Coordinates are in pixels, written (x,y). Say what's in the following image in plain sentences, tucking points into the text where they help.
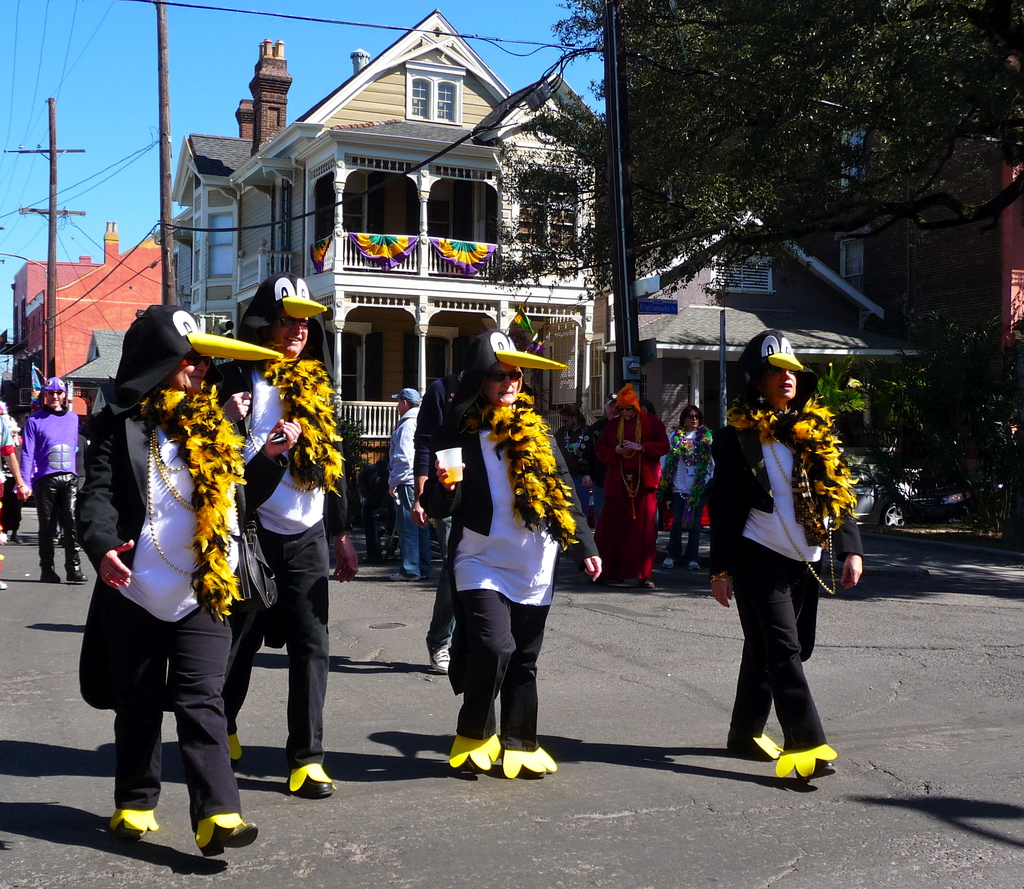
In this image I can see group of people (501,682) walking. In front (508,577) the person (511,537) is wearing white and black color dress (446,490) and holding the glass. In the background (491,192) I can see few electric poles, buildings (246,211), trees (605,215) in green color and the sky (223,69) is in blue color.
